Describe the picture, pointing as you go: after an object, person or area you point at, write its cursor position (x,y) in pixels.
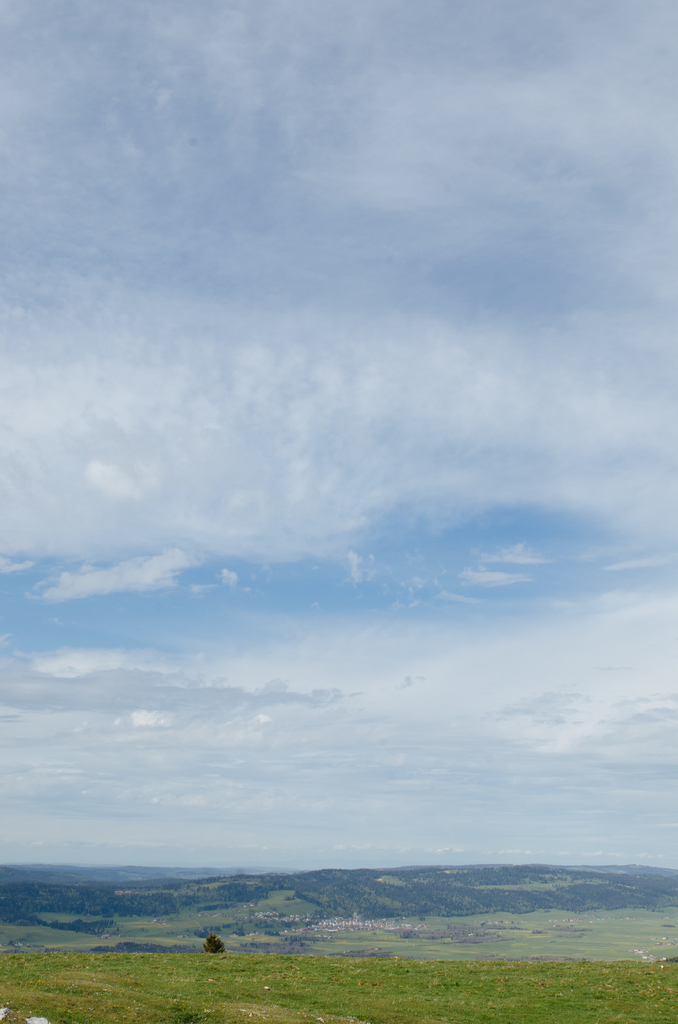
In this picture there are mountains (643,870) and there is a tree (210,942) in the foreground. At the top (448,334) there is sky (229,646) and there are clouds (443,382). At the bottom (401,999) there is grass (349,1000).
